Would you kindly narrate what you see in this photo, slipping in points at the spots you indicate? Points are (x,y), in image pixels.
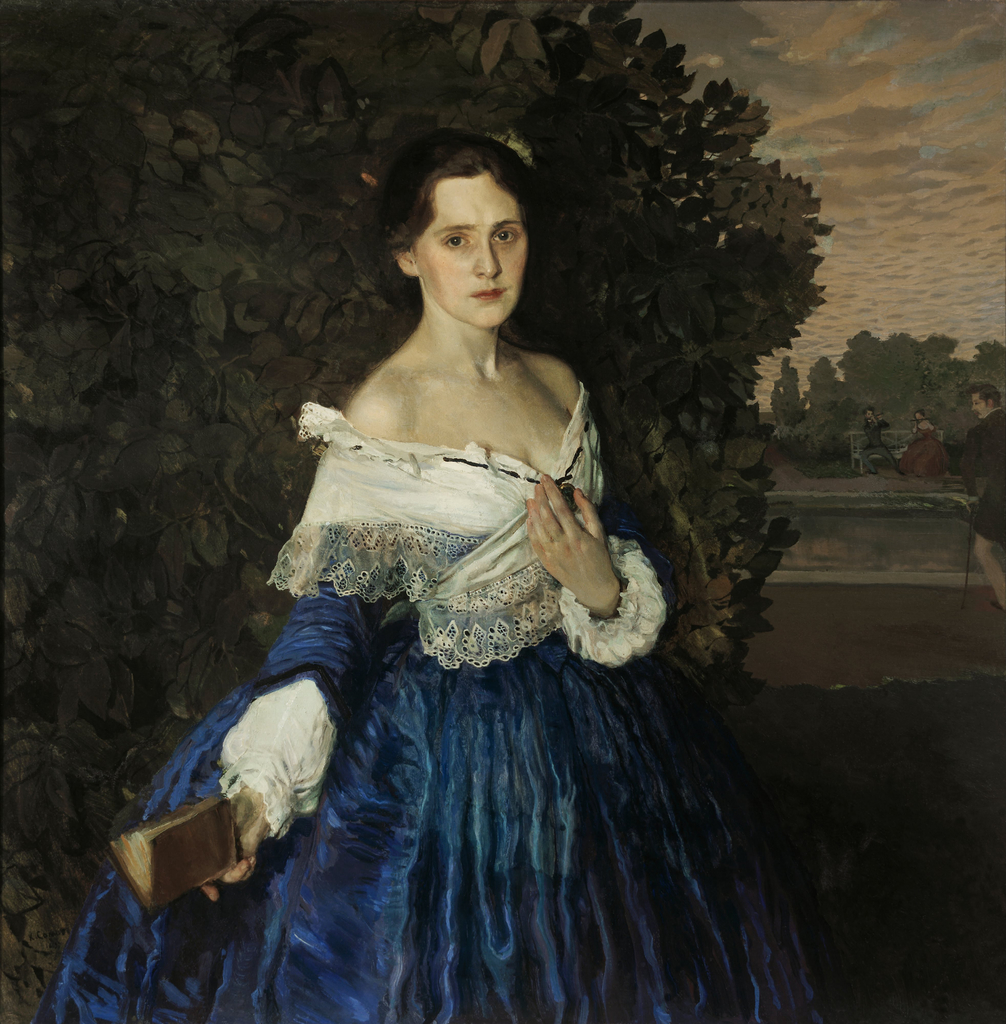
This image is a painting of a lady (386,501). In the background of the image (332,258) there are trees (670,225), sky (808,161) and people (868,416).
